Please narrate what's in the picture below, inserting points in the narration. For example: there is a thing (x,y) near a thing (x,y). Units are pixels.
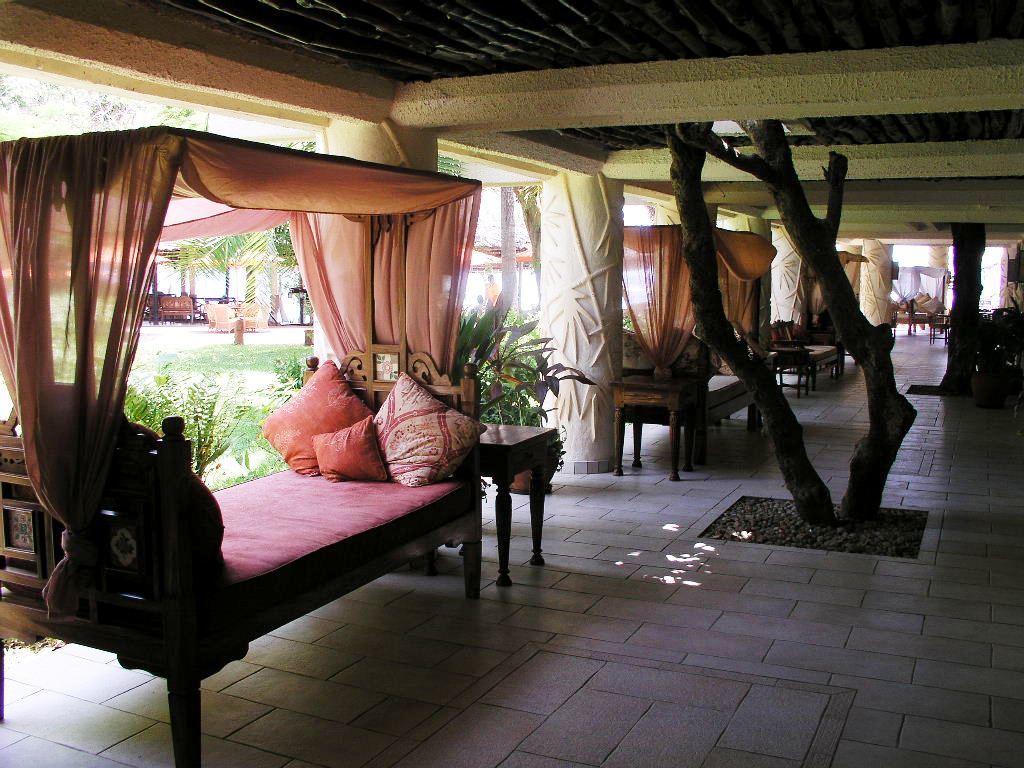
This picture shows a bed (296,492) with some pillows (200,539) on it. There is some curtains (79,291) all over the bed (304,508). In the background (583,408) there is a pillar (575,359), plants (546,381) and some other beds (802,324) here. There is a tree (857,298) in the middle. We can observe some benches (188,312) and open grass (229,357) here.
